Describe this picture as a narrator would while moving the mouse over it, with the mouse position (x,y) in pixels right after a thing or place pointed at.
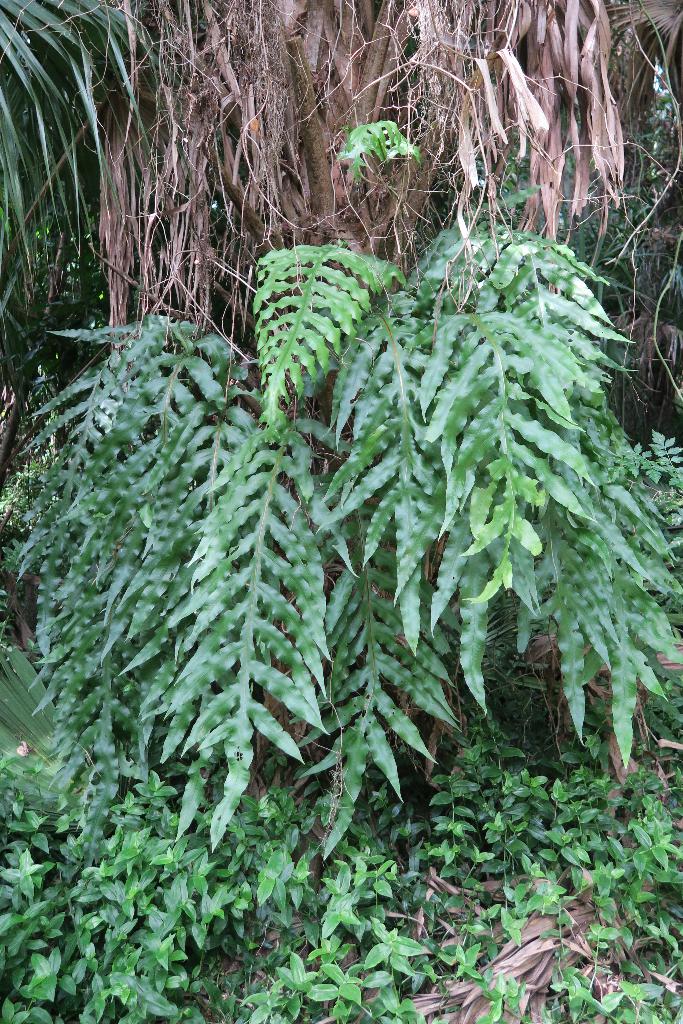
In this picture we can observe some plants (185,642). There are some dried leaves (187,188) in this picture.
